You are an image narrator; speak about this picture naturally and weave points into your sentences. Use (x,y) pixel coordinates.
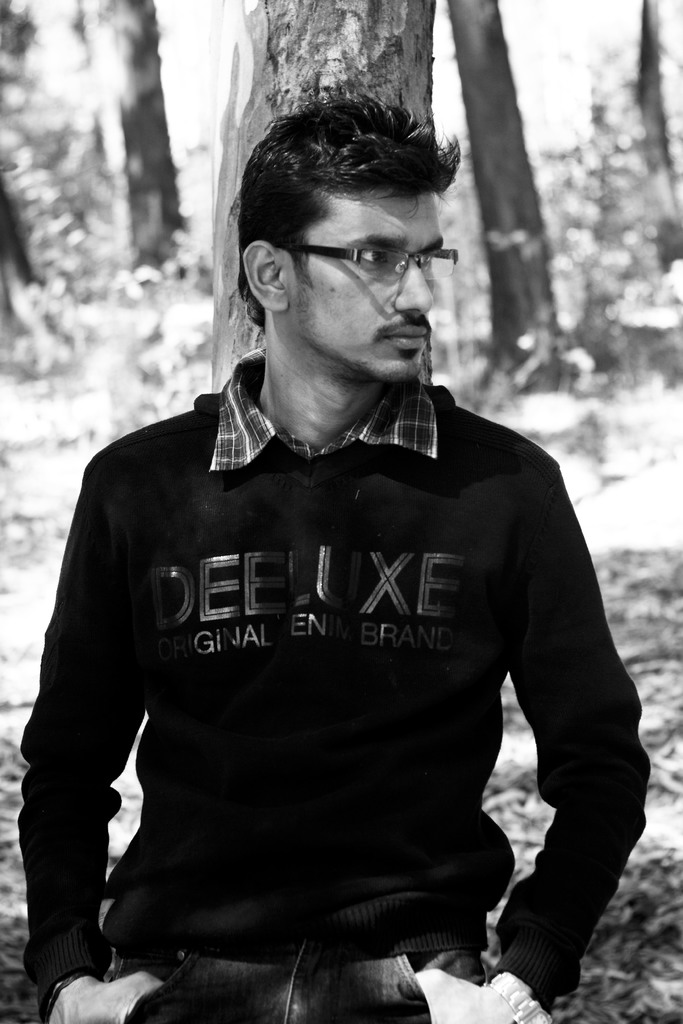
It is the black and white image in which there is a man (271,638) standing by leaning on the tree (305,88).
